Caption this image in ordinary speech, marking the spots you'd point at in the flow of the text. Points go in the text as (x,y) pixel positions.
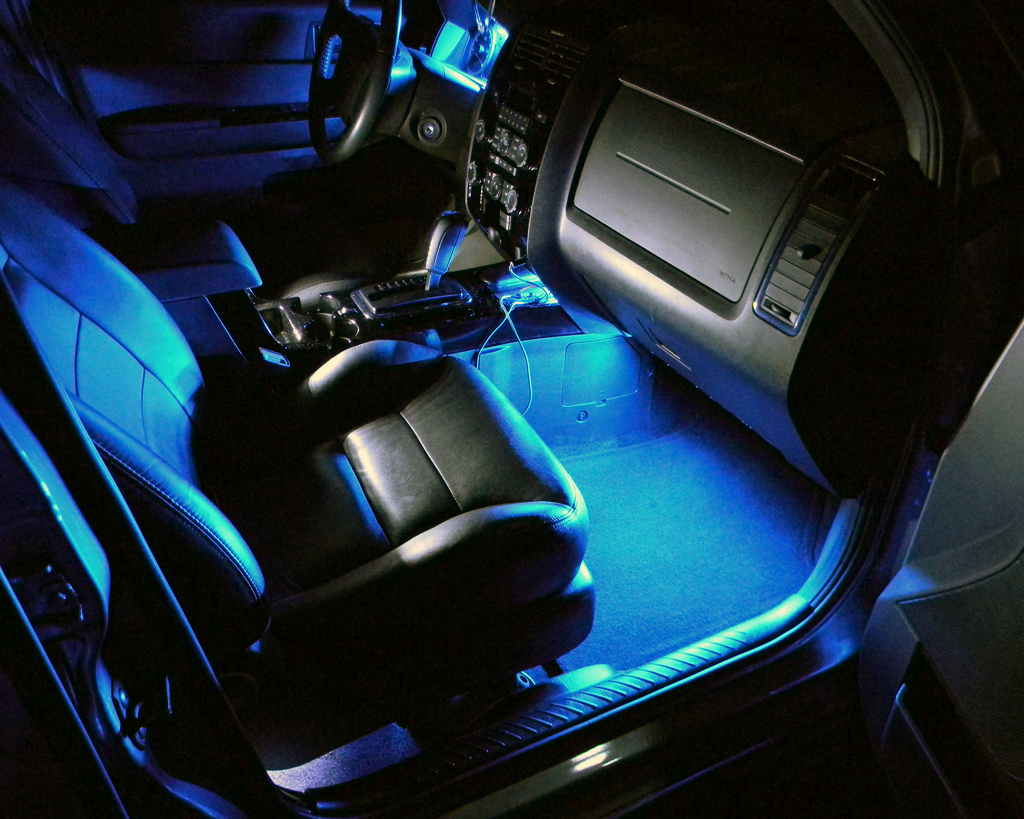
In this picture we can see an inside view of a vehicle (82,392), steering (343,50), gear rod (438,253), seats (256,240) and some objects (378,329).
